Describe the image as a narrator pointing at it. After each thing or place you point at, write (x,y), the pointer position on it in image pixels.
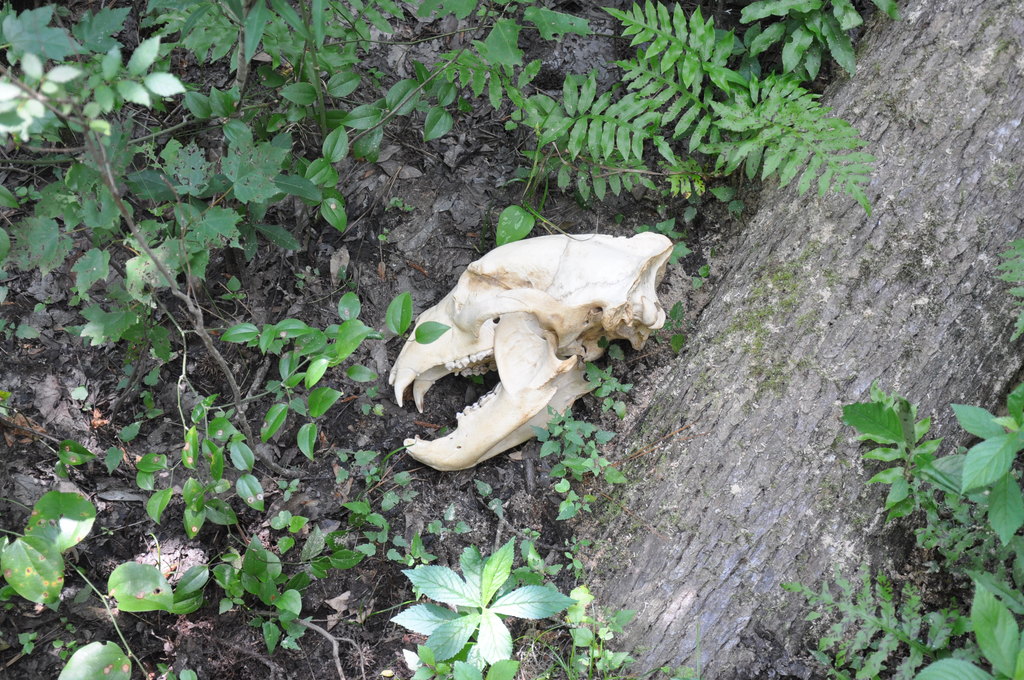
In this image I can see the skull (541,361) of an animal (567,374). In the background (228,101) I can see few plants (358,141) in green color.
